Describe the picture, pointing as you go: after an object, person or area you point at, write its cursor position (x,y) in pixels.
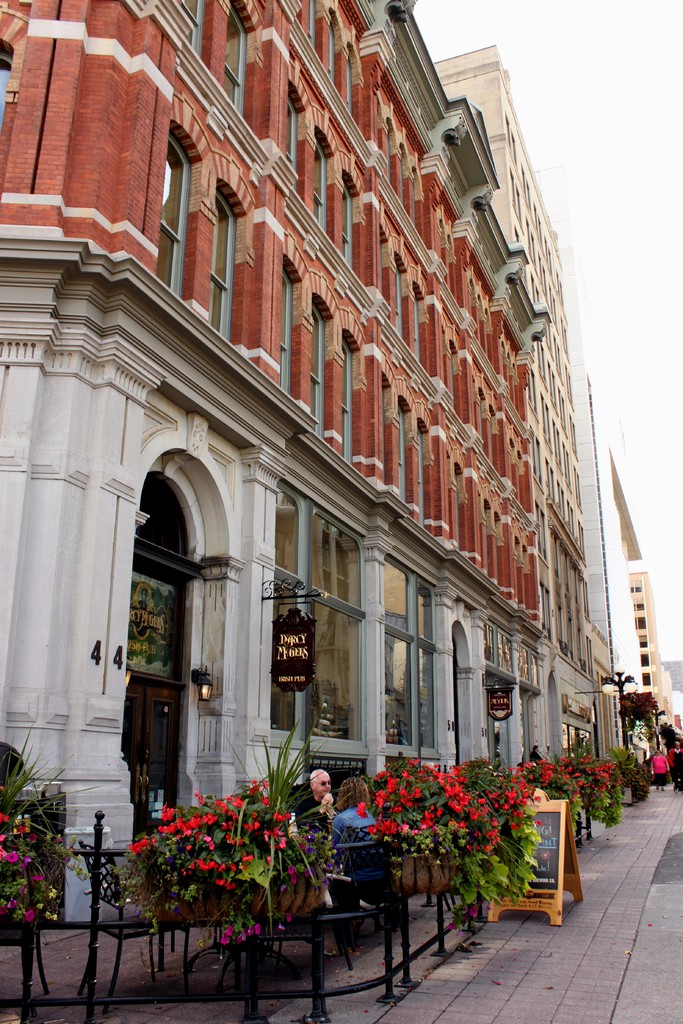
In this image, we can see buildings (201,519), boards (137,624), glass objects (429,632), brick wall (131,105), door (149,709), wall (217,705), poles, people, rod railing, chairs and flower plants (452,842). Here we can see boards (538,862). On the right side of the image (643,77), we can see the sky (621,353) and people (659,771) are on the walkway (615,919).
